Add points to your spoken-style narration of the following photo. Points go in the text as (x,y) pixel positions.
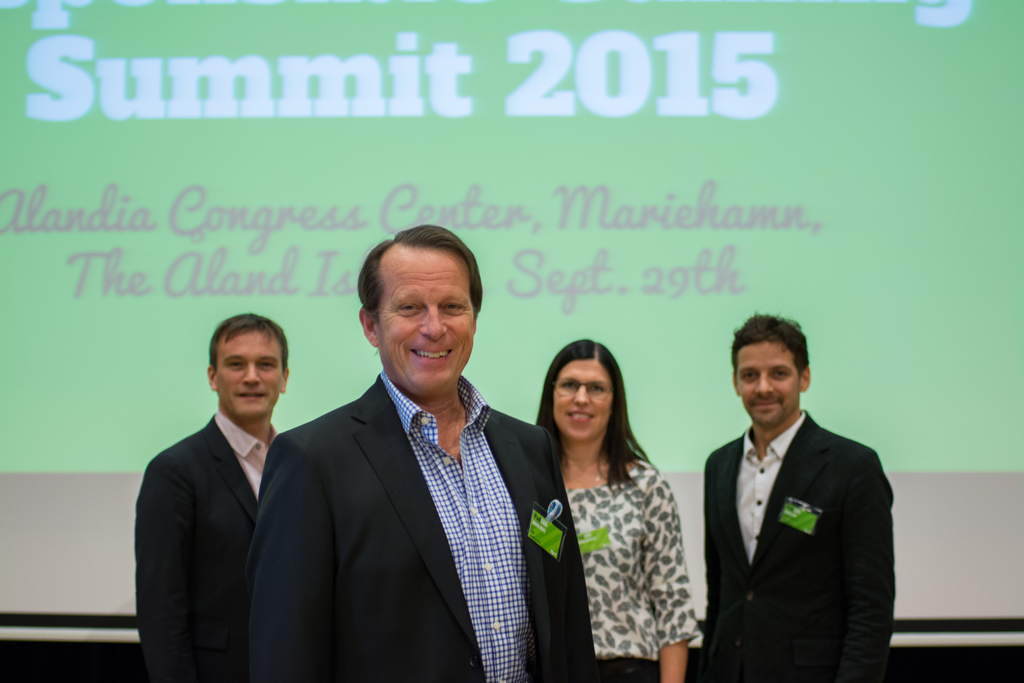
In the image we can see there are people (561,495) standing and they kept id card (544,516) on their coat (714,532). Behind there is a projector screen (133,283) on which it's written ¨Summit 2015¨.
